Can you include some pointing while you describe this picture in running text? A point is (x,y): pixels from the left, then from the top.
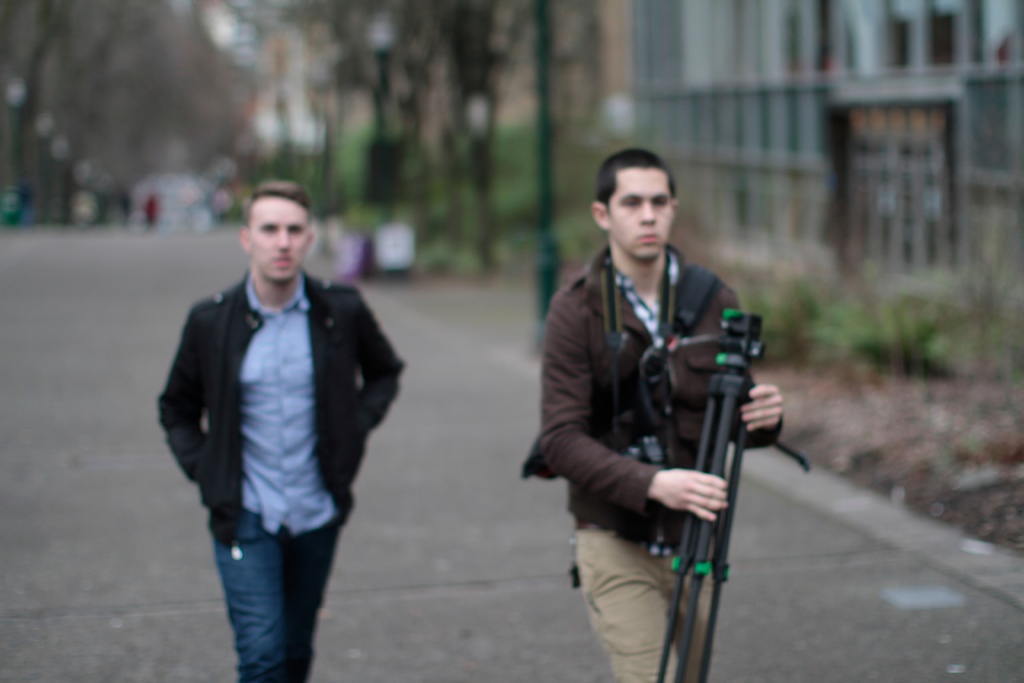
In this image there are two persons (306,392) walking, there is a person (699,377) holding an object (706,440), there is a person (652,471) wearing a camera (649,457), there is the road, there are plants (850,328), the background of the image (405,109) is blurred.
